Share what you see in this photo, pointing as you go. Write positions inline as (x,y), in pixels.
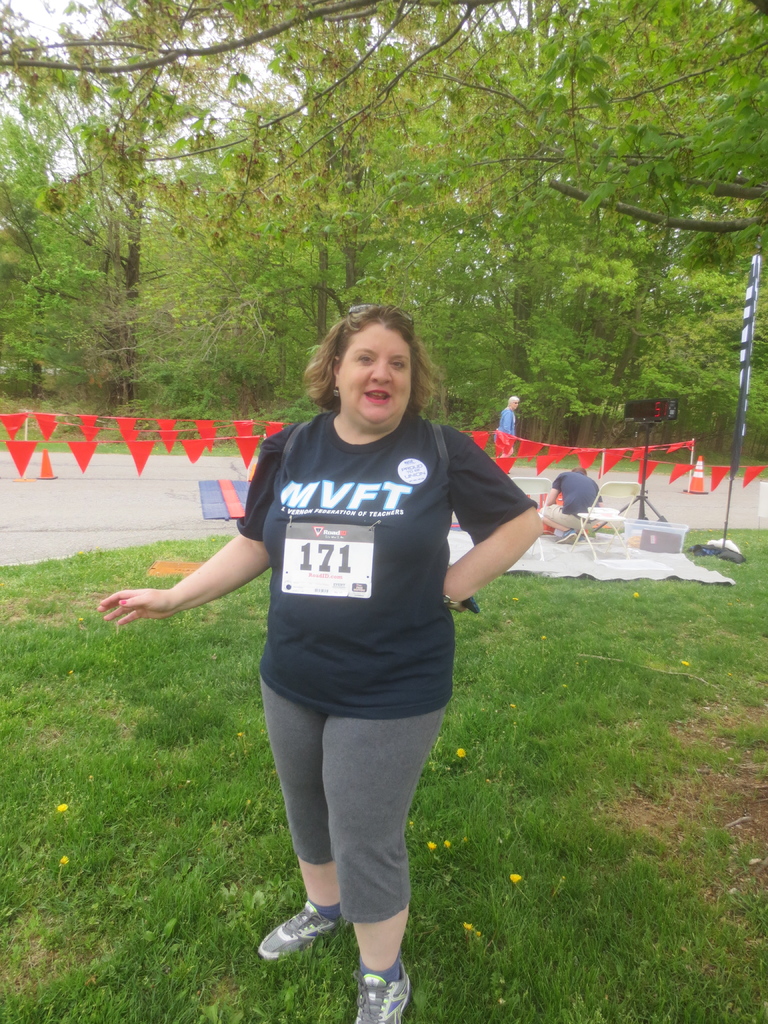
This picture is taken from outside of the city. In this image, in the middle (423,404), we can see a woman (399,500) wearing a black color shirt (368,474) and she is also wearing a backpack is standing on the grass (422,933). On the right side (626,537), we can see a man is in squat position and the man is on the white color mat (665,568), on the mat (645,568), we can see a basket (634,529). In the background (735,445), we can see flags (474,438), person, trees (258,158). At the top (295,101), we can see a sky (286,64), at the bottom (728,758), we can see a pole (754,257), road (73,526) and a grass (187,1004).
